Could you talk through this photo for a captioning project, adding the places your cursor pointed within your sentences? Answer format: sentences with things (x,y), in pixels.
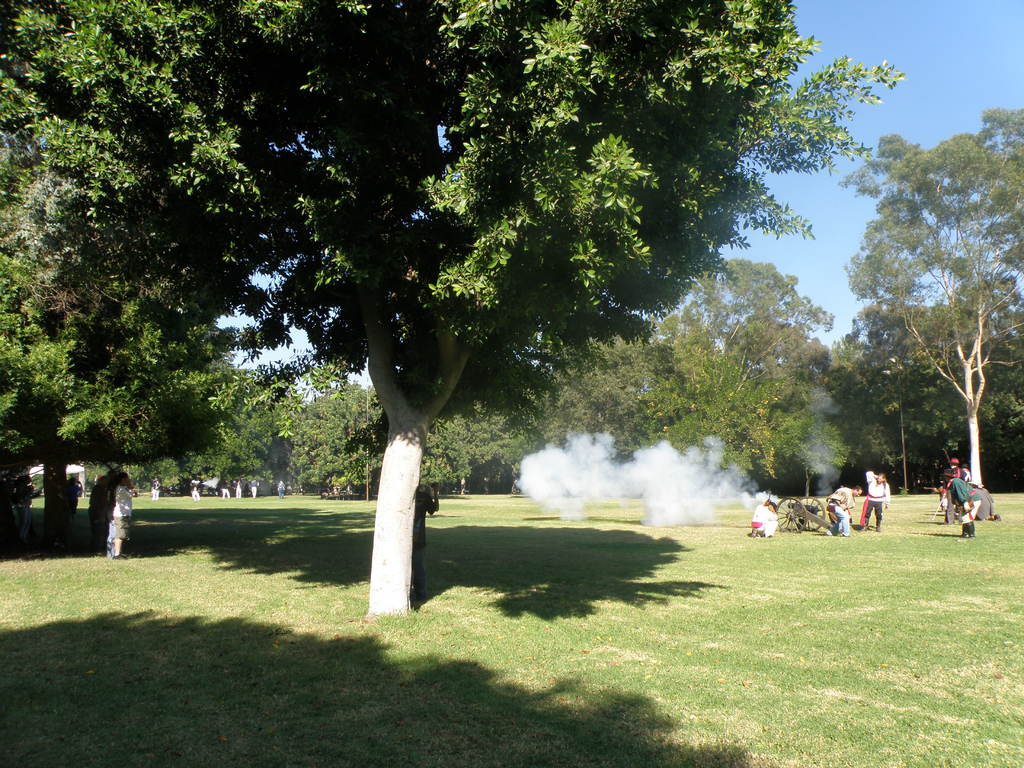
In this image I can see some people (112,512) standing on a ground (879,581). I can see some cannon like object (791,515) in here I can see some smoke (605,477). I can see some trees (48,501) and people (114,487) standing besides the trees (55,518). In the top right corner (923,108), I can see the sky (917,119).
